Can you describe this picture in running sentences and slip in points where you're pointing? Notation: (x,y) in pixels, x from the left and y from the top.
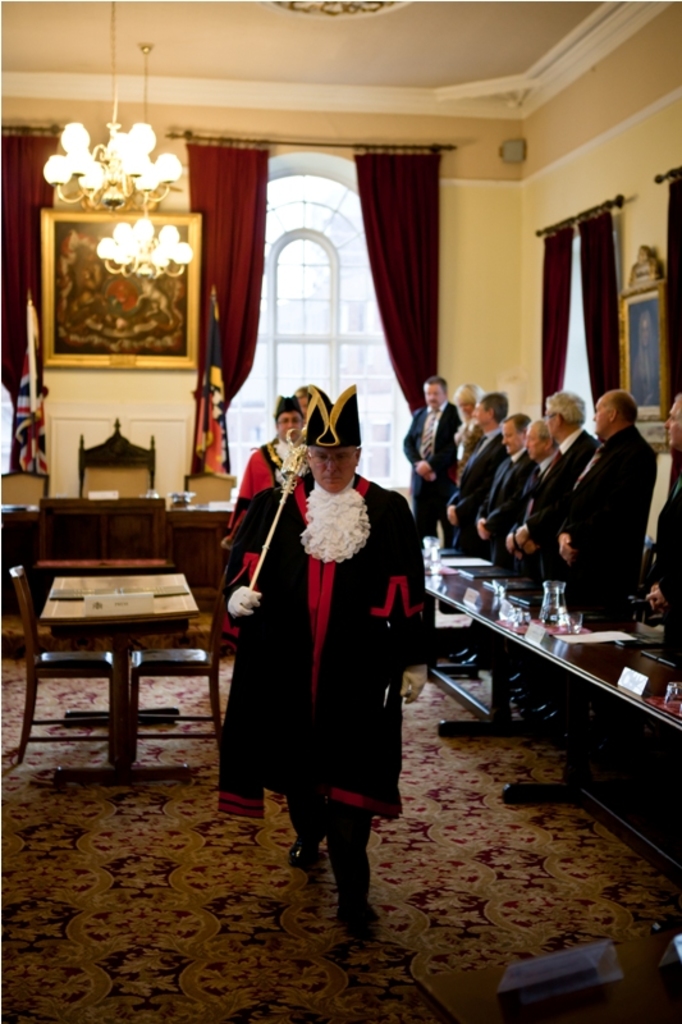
These persons (415,583) are standing. We can see tables (581,645) and chairs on the table (654,667) we can see glasses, book (506,573), jar (545,611). This is floor (107,878). On the background (374,181) we can see wall (170,195), glass window (344,330), curtains (260,210). On the top (123,162) we can see lights (160,250).
